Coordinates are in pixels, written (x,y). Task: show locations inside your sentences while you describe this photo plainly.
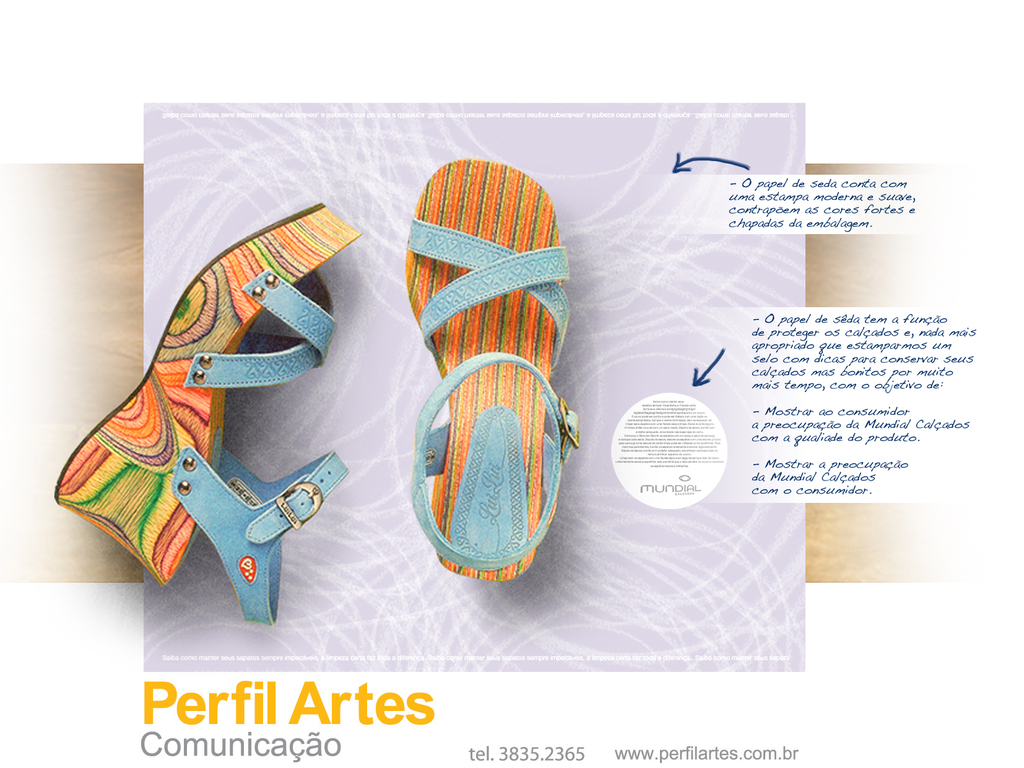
This image consists of footwear (418,438). There is something written at the bottom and right side (804,354). This looks like an advertisement.
